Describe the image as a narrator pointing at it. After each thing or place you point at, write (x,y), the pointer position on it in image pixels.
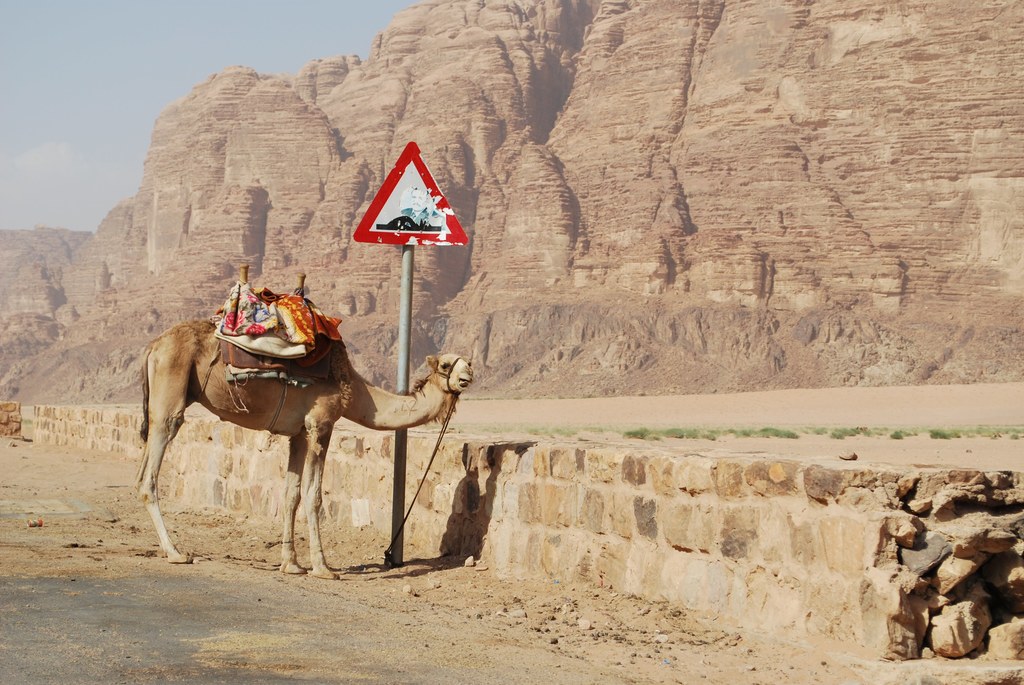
In this image I can see the camel (241,404) and the camel (282,404) is in brown color and I can see a board (385,228) attached to the pole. The board (420,195) is in white and red color, background (731,152) I can see few rocks (274,119) and the sky (185,67) is in blue color.
